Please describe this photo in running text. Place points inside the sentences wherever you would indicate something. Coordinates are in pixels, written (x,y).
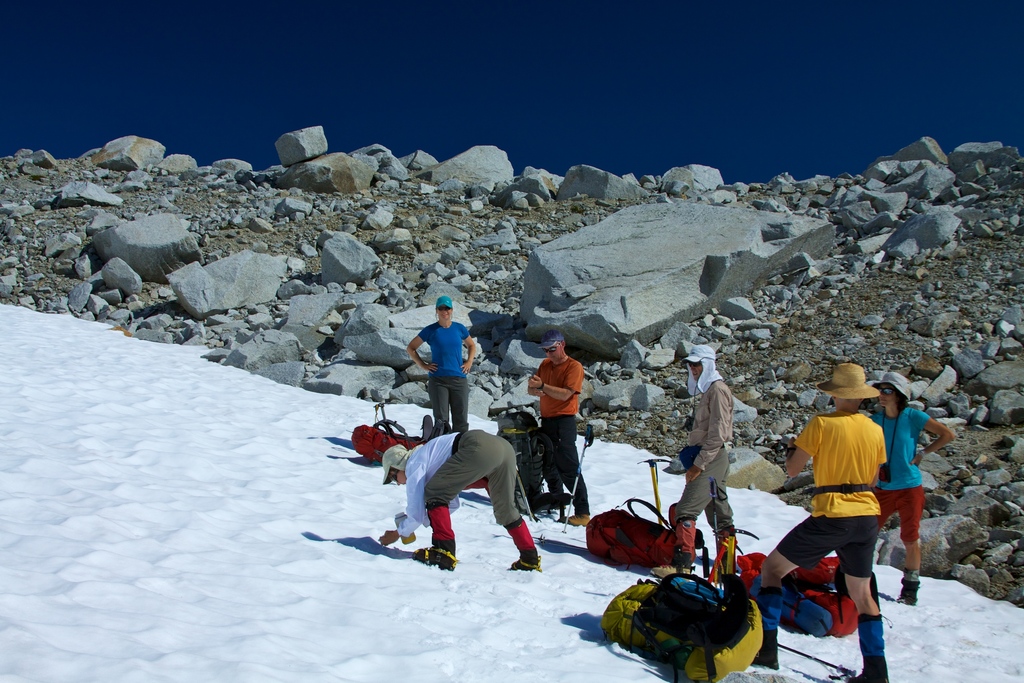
In the center of the image (440,448) we can see the bags (595,525), sticks (707,558) and some persons (456,468), wearing hats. At the bottom of the image (259,509) we can see the snow (270,418). In the background of the image (491,221) we can see the rocks (562,275). At the top of the image (563,35) we can see the sky (604,65).
